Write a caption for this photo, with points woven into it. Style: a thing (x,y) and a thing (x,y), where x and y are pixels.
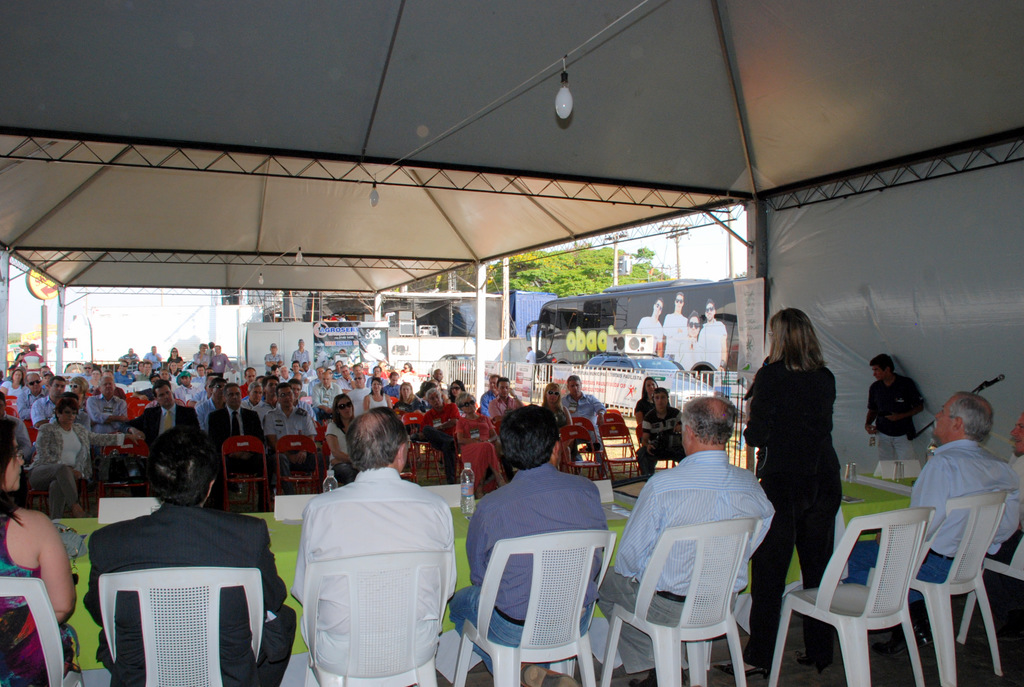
Here we can see a group of people (342,370) sitting on chairs (111,449) and on the stage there are also a group of people (34,570) sitting on chairs (242,577) with table (295,577) in front of them and in the right side (802,396) can see a woman (764,553) Standing and in front of them we can see banners (737,287), trees (520,286) these are sitting under a tent (145,187).
